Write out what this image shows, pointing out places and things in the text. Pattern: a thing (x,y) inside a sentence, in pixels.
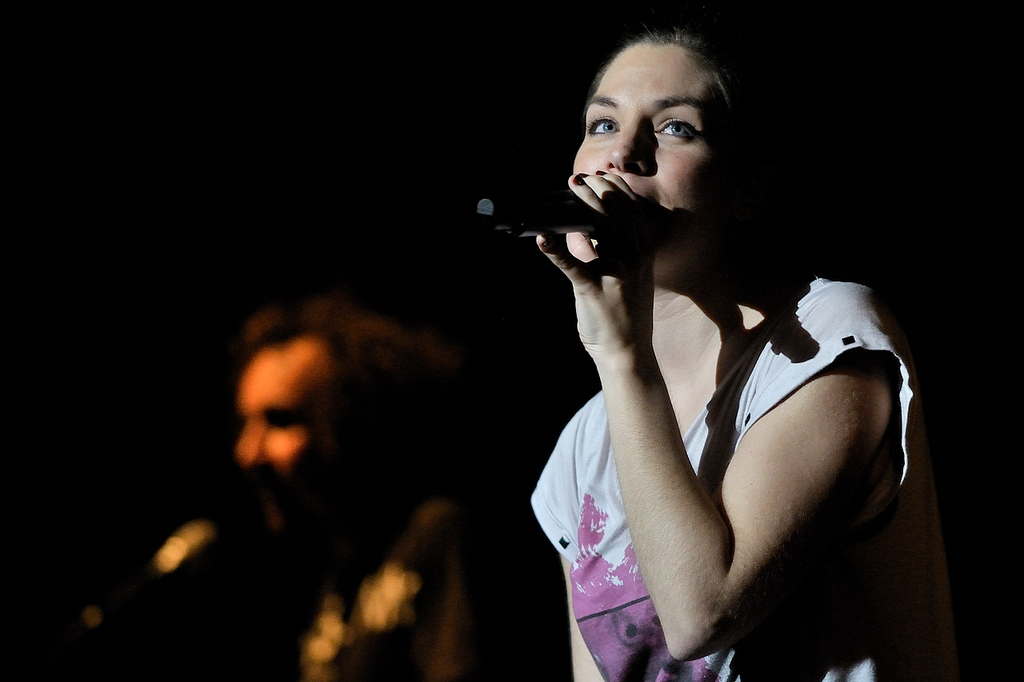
In this image, In the right side (864,628) there is a woman (803,418) standing and she is holding a microphone (552,218) which is in black color she is singing in the microphone (528,216), In the background (413,582) there is a man (358,513) sitting.
